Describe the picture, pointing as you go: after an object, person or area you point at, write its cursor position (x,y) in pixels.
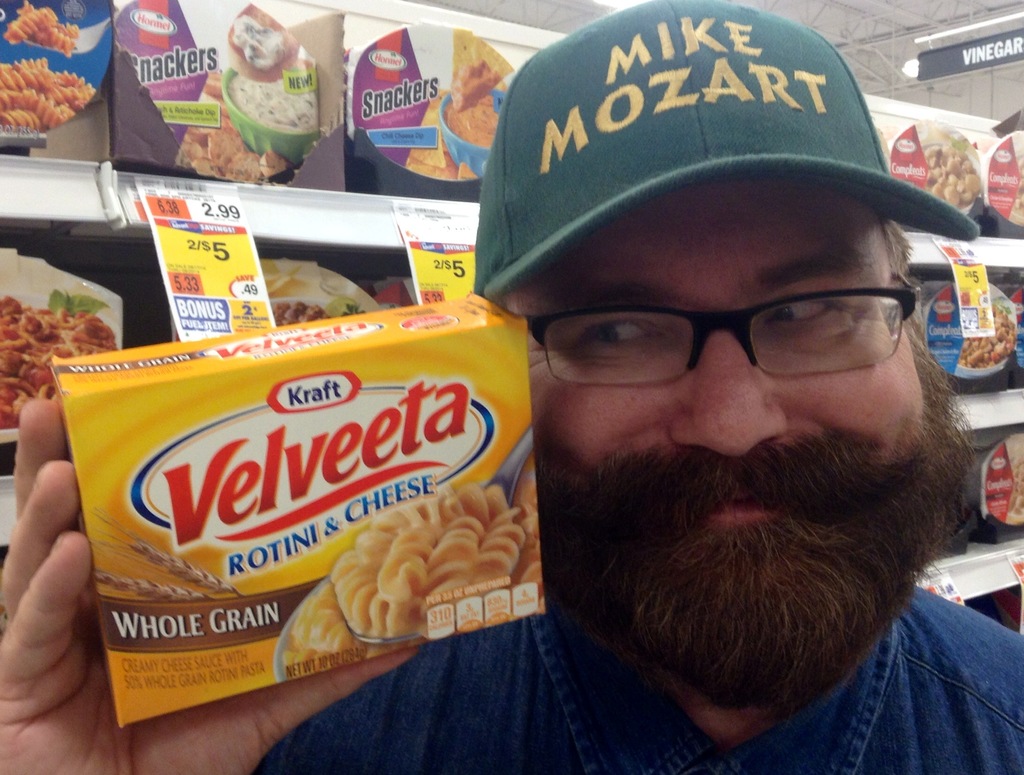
In this image we can see a man (585,510) holding a packet (475,544) containing some text (458,429) and pictures (495,540) on it. On the backside (232,309) we can see some packets (147,145) placed in the racks (320,212) and some papers (209,334) pasted on the shelves (310,235). On the top right (980,71) we can see a board (945,74) with some text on it and a ceiling light (971,28) to a roof (834,31).
